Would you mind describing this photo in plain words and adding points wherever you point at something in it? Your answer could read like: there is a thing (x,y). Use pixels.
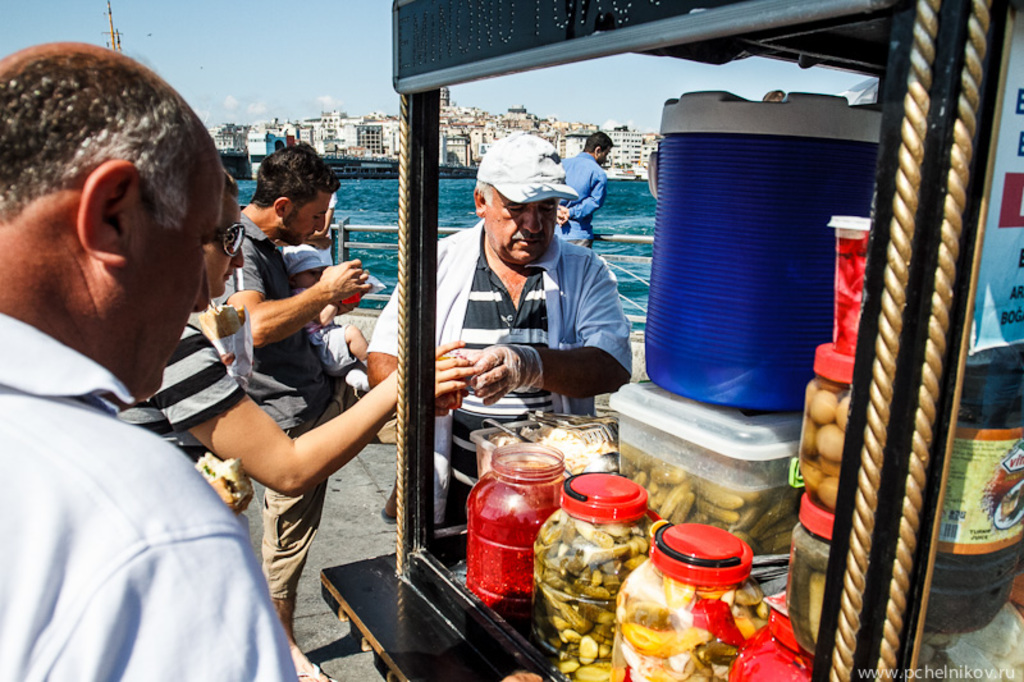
In this image I can see few persons (266,408) standing. I can see a food stall (692,407). In the background (289,138) I can see few buildings (376,133). At the top (306,98) I can see clouds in the sky (332,88).
